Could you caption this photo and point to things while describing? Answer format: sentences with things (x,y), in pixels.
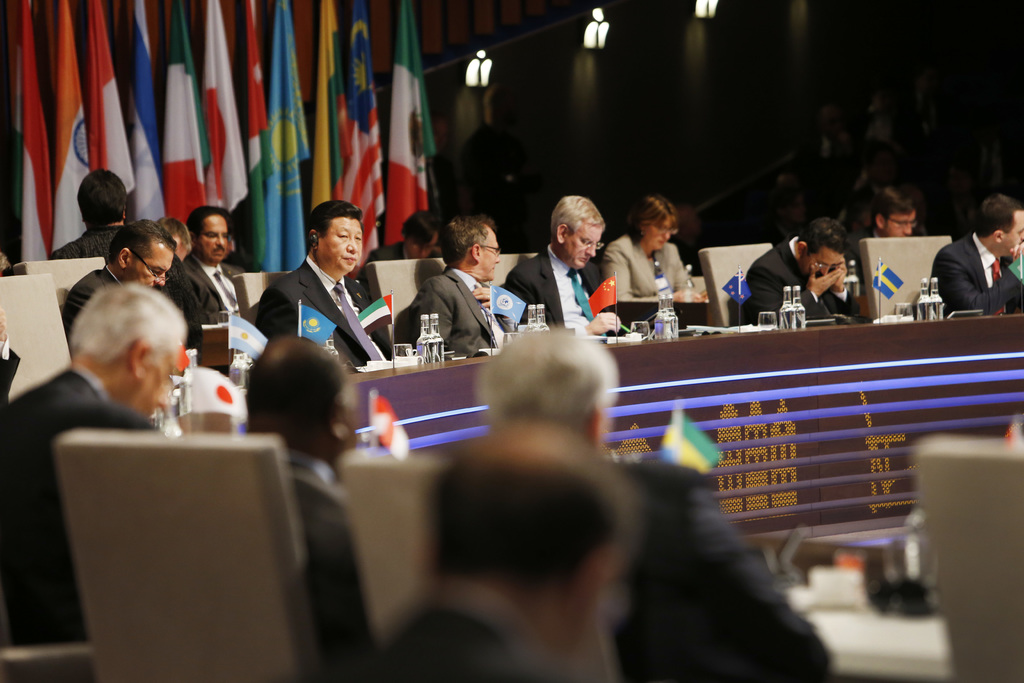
In this image we can see a group of people (271,373) sitting on the chairs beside a table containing some bottles (431,338), glasses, flags (232,397) and some objects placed on it. On the backside (305,155) we can see some flags (289,206), a group of people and some lights (600,33).
